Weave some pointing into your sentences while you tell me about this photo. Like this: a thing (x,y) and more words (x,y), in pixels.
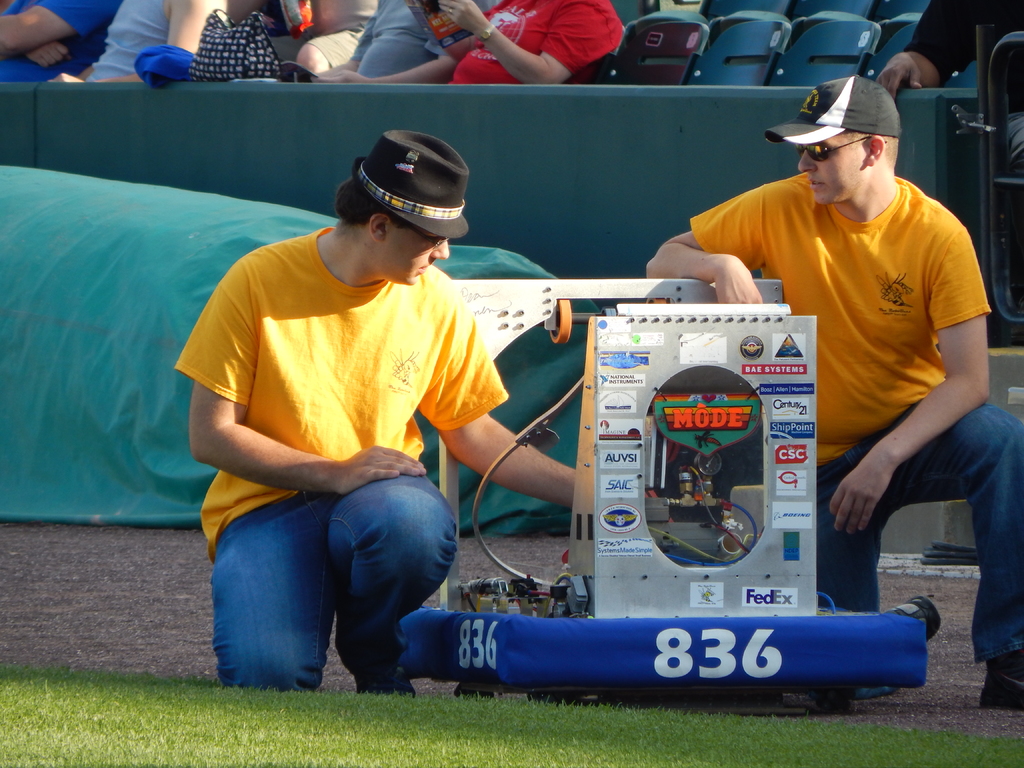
In this image there are two men (863,327) kneeling on the ground (463,713). In between them there is a machine (668,521). Behind them there are people (394,62) sitting on the chairs (720,51). At the bottom (409,714) there is grass (678,746) on the ground (647,746).
